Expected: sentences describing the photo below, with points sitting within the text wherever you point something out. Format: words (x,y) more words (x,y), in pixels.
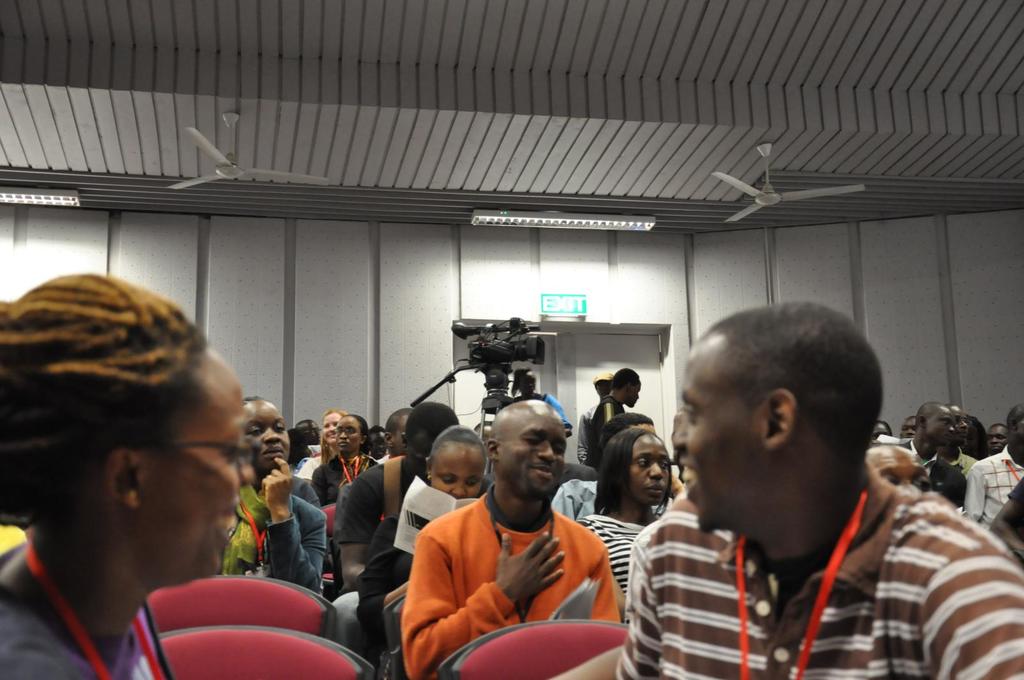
There is a group of persons (481,578) sitting on the chairs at the bottom of this image (451,561). There is a camera (527,359) in the middle of this image (514,353). There is a wall (253,351) in the background (399,339). There are two fans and two lights (36,195) are present at the top of this image (62,199).
